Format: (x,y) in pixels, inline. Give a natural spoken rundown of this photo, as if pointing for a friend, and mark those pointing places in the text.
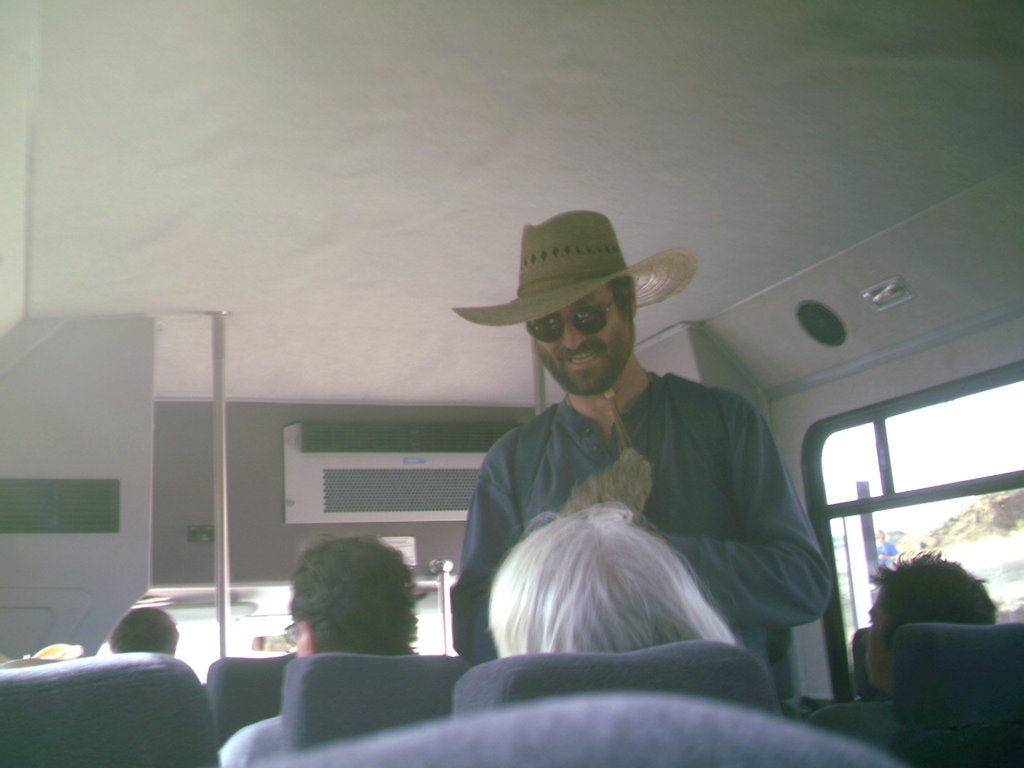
In the image we can see there is a person (740,465) standing and he is wearing sunglasses (546,321) and hat (609,269). There are people (348,650) sitting on chair (450,700) in the bus (494,721) and there is a centralised AC (331,455) in the bus (83,577).
